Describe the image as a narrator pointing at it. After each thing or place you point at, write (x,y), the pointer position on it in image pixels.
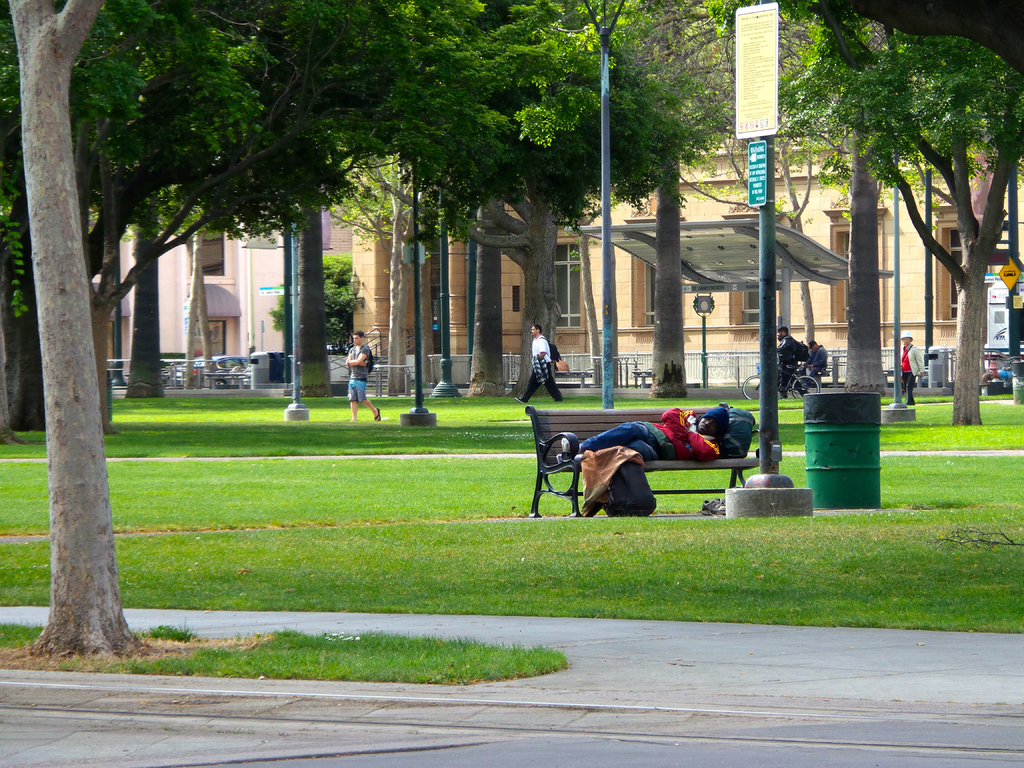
In this picture I can see there is a man (646,441) sleeping on the bench (565,457) and there is a dust bin (807,470) here and there are few people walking here and there are trees (80,408) and there is a building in the backdrop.
